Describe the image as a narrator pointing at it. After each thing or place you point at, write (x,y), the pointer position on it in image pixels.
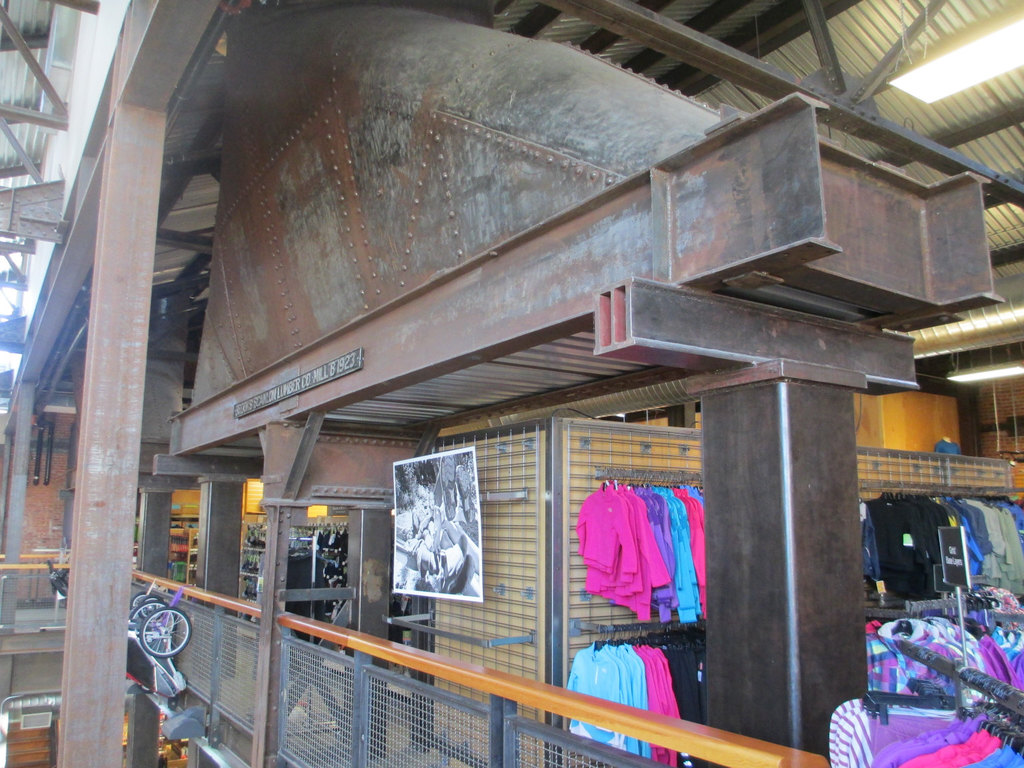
In this picture we can see few clothes (937,554), lights (906,80), metal rods (433,341) and carts (179,634), and also we can find fence (335,664).
